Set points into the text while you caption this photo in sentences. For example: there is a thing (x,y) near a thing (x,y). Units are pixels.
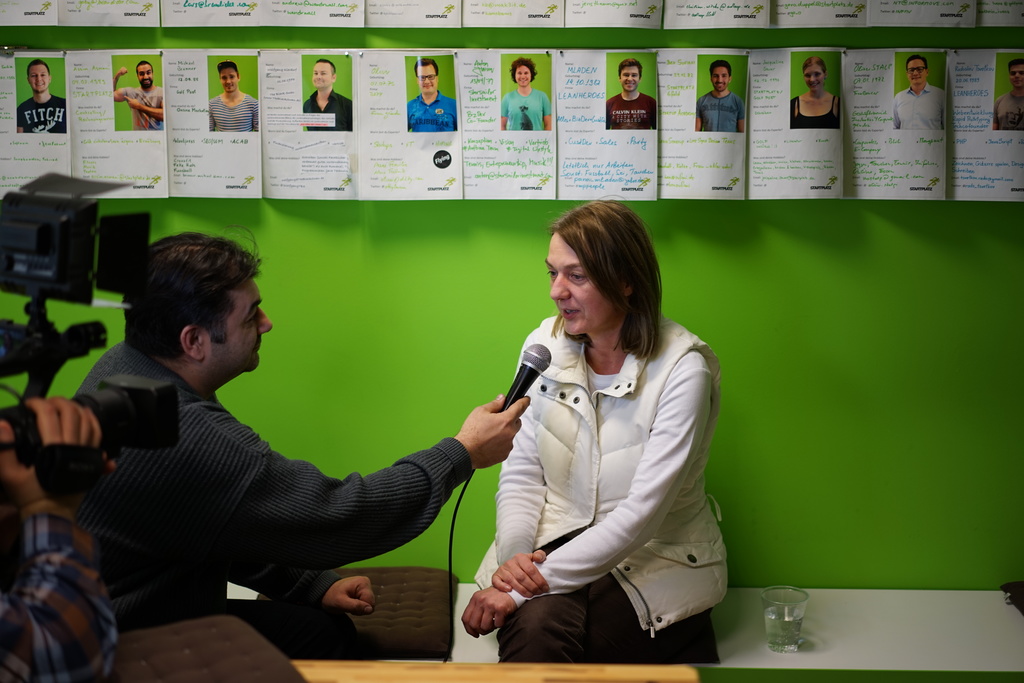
In this image I can see few people (325,548) and I can see one person (469,438) is holding the mic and another person (43,594) is holding the camera (11,343). I can see the glass (798,632) on white color surface (811,658) and few posters (352,195) are attached to the green color wall (808,235).
